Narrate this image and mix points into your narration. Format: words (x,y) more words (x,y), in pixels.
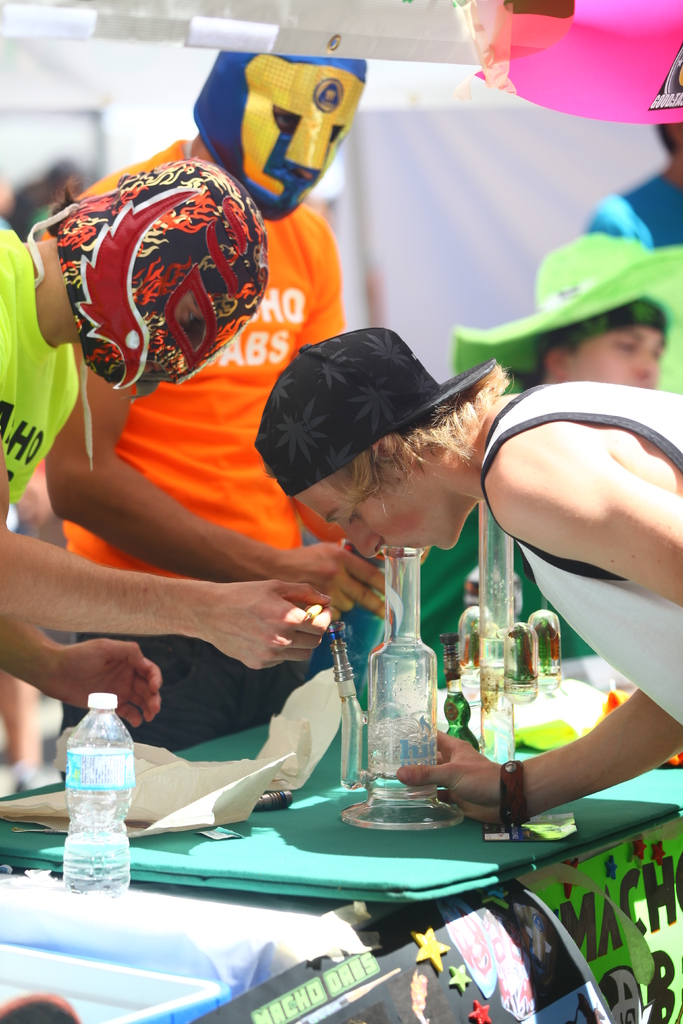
In this image i can see few persons (361,402) standing, 2 persons (228,238) on the left corner (192,221) are wearing a mask (214,232), i can see a table (208,870) on which there are few bottles (123,756), jars (404,760) and some papers (214,769). In the background (625,286) i can see few people (637,290) wearing hats (555,276).
